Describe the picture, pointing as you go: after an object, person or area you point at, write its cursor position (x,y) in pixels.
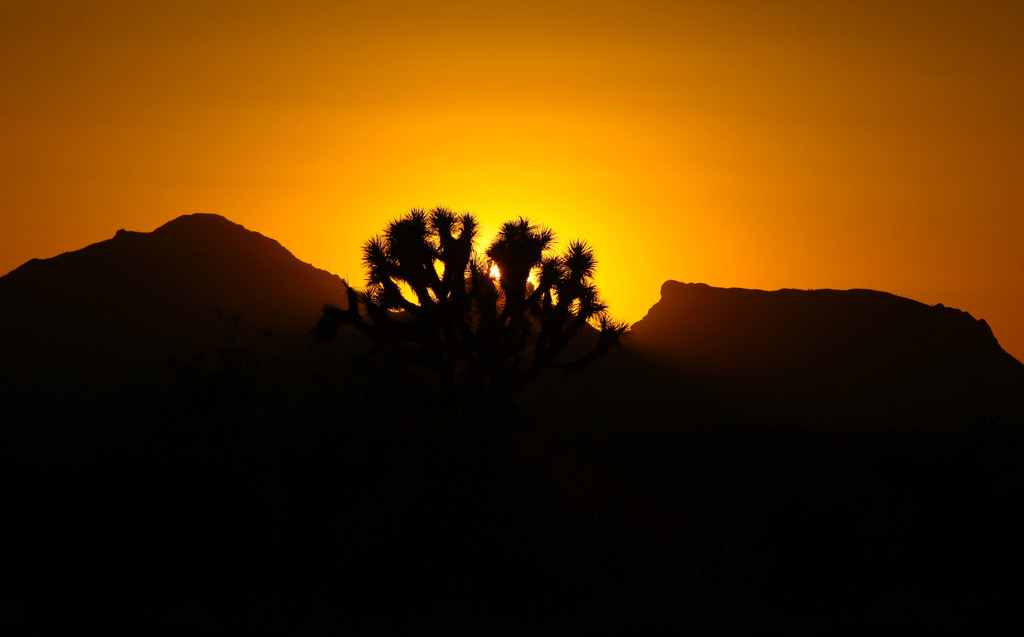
In this image I can see few trees (522,319) and mountains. In the background (75,227) I can see the sun (533,275) and the sky (558,143) is in orange and yellow color.
